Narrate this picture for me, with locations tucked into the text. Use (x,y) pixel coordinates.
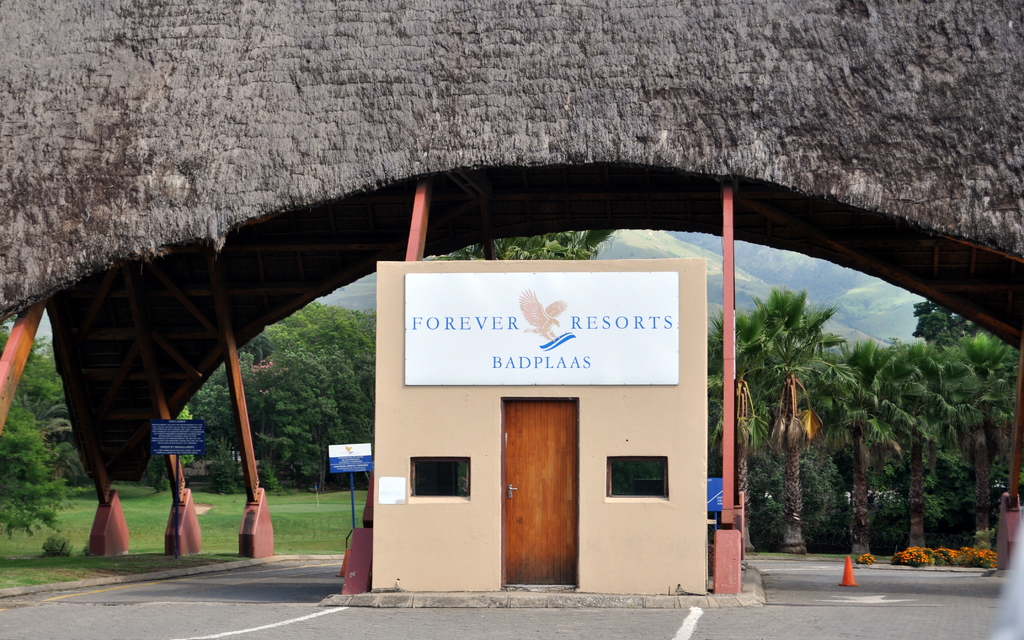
In this image I can see a building (621,513), window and door (535,495). Back I can see roof (525,190), trees (299,381) and mountains (876,321).
